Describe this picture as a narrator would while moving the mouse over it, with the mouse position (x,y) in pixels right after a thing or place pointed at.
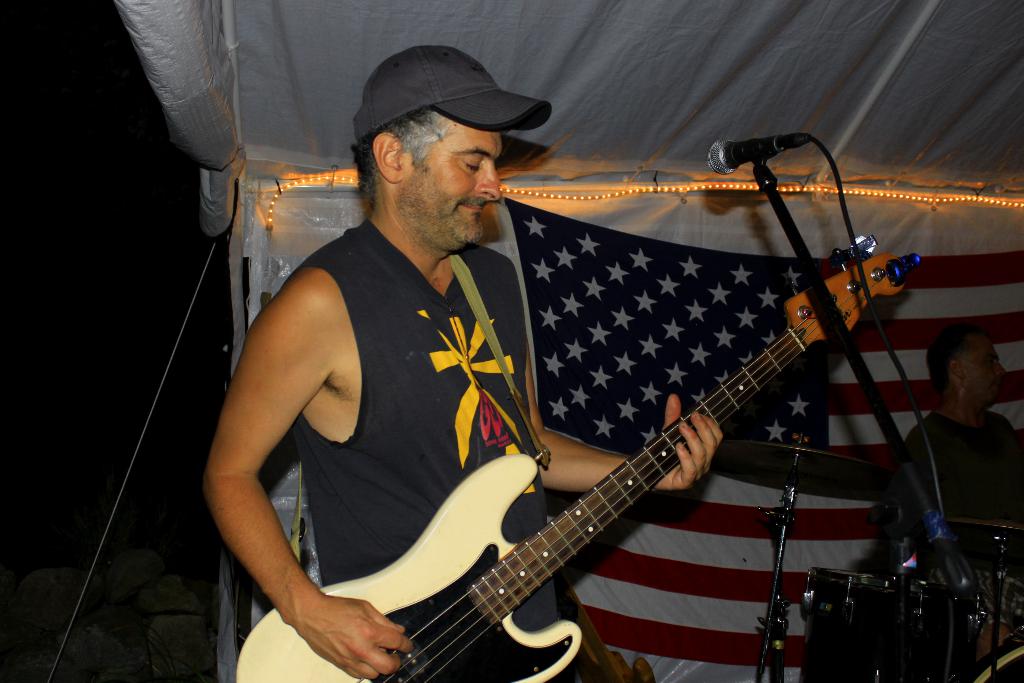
In this image I see a man (475,60) who is holding a guitar (871,264) and he is in front of a mic (715,150). In the background (591,333) I see the flag (998,274) and a man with musical Instrument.
